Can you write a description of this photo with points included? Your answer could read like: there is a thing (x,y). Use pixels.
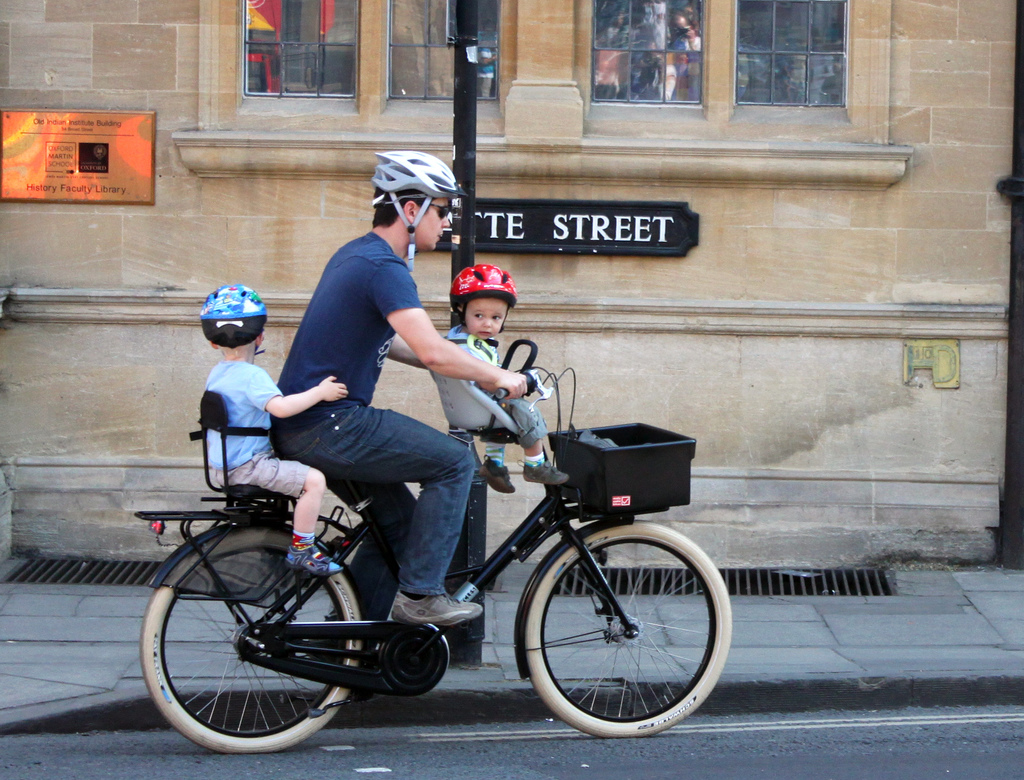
The picture is taken on the road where one person (454,599) is riding a bicycle (484,571) and with him there are two children (266,420) wearing red helmet (490,284) and blue helmet (258,314). The person (313,316) is wearing a helmet (413,226) too beside him there is a building (641,198) on the building (616,312) there is text (565,217) and there is one footpath (899,603) beside the road (903,738).
